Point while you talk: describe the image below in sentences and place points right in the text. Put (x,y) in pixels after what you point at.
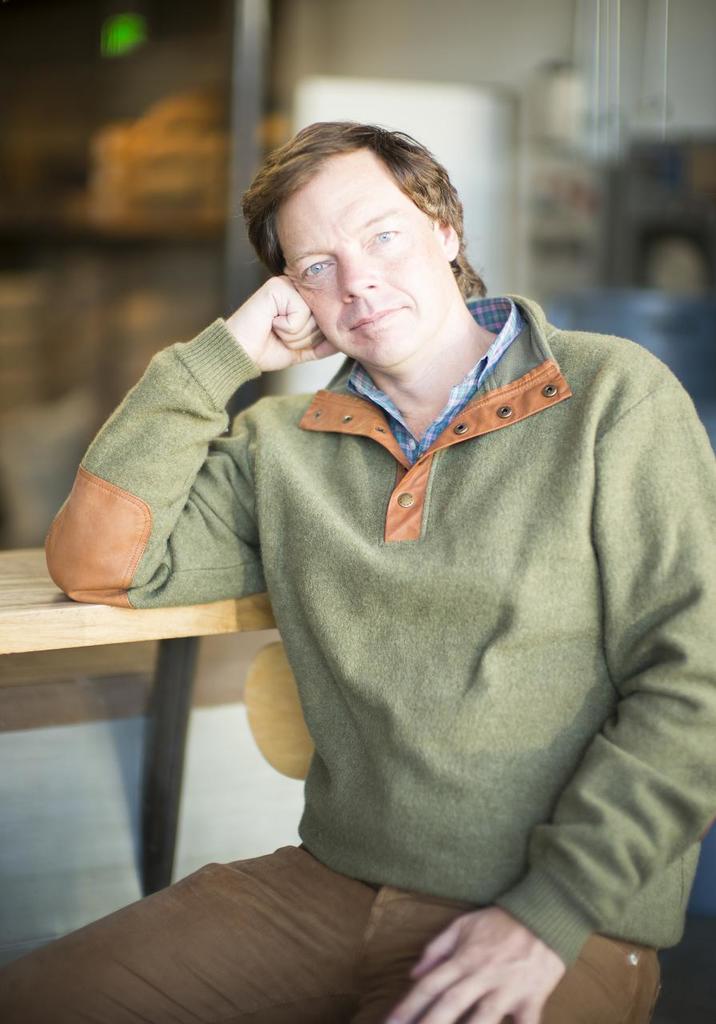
In this image we can see a person (387,594). On the left side (237,609), we can see a wooden object (42,577). The background of the image (44,686) is blurred.
